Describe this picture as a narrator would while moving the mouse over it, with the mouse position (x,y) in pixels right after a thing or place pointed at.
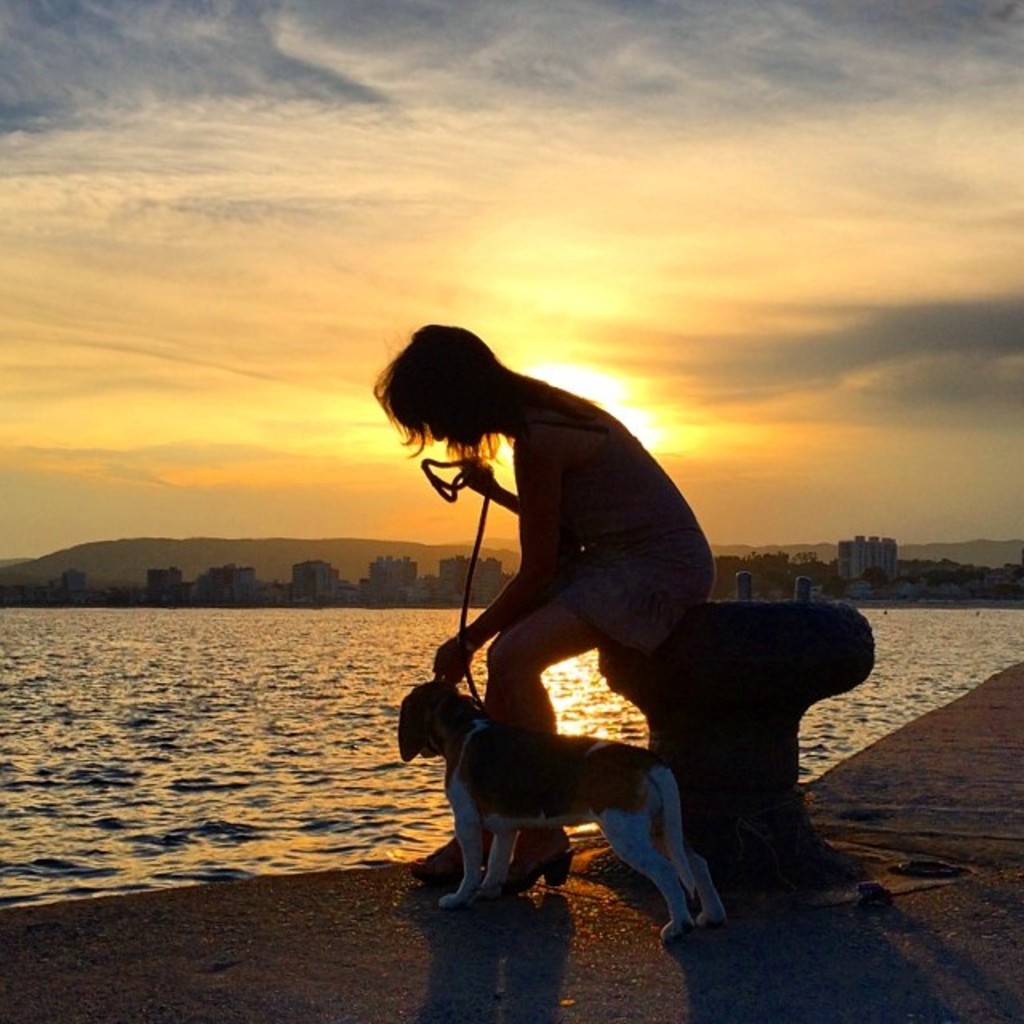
In the picture I can see a person (551,628) is sitting on an object (745,705) and holding a belt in the hand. I can also see a dog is standing on the ground (640,933). In the background (358,700) I can see the water (343,672), buildings (313,566), the sky (170,278), the sun (616,414) and some other things (281,554).
